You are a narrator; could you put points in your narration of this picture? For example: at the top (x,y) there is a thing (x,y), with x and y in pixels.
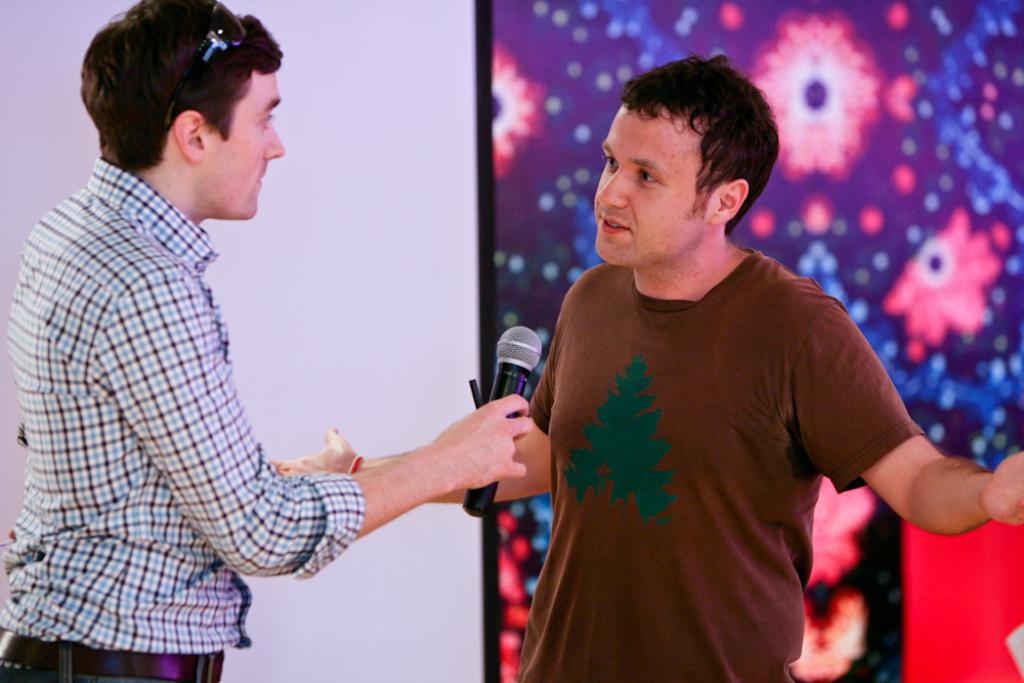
This image consists of two persons (363,474). One is holding mic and wearing goggles (225,35).
